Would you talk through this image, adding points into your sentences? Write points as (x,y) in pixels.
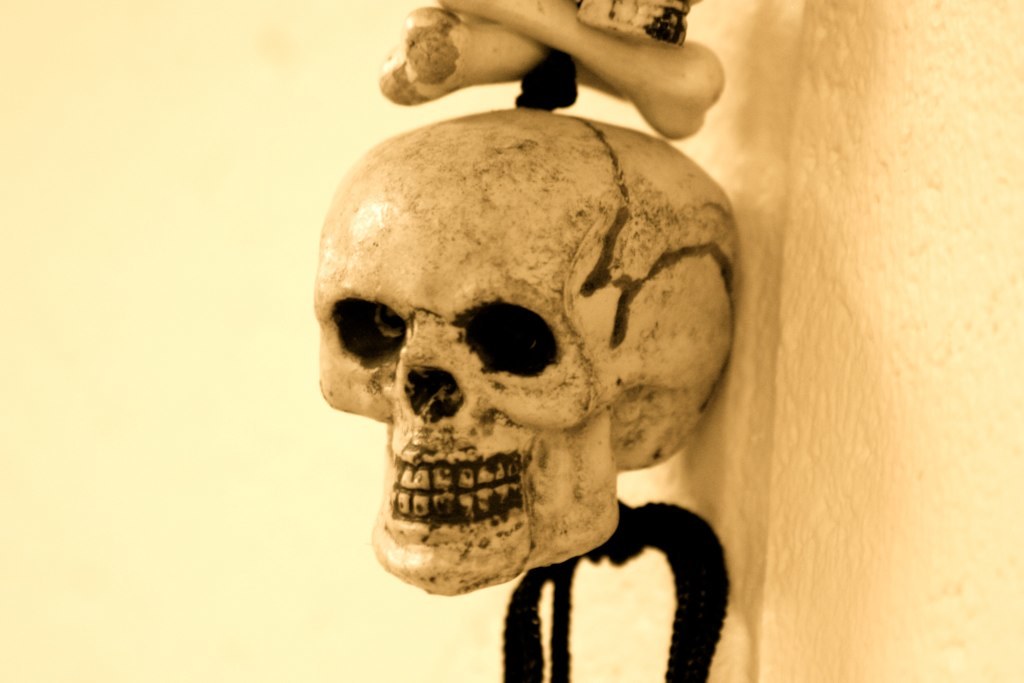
In the image there is an artificial skull (436,348) and bones (520,30) attached with a black thread (555,630).
